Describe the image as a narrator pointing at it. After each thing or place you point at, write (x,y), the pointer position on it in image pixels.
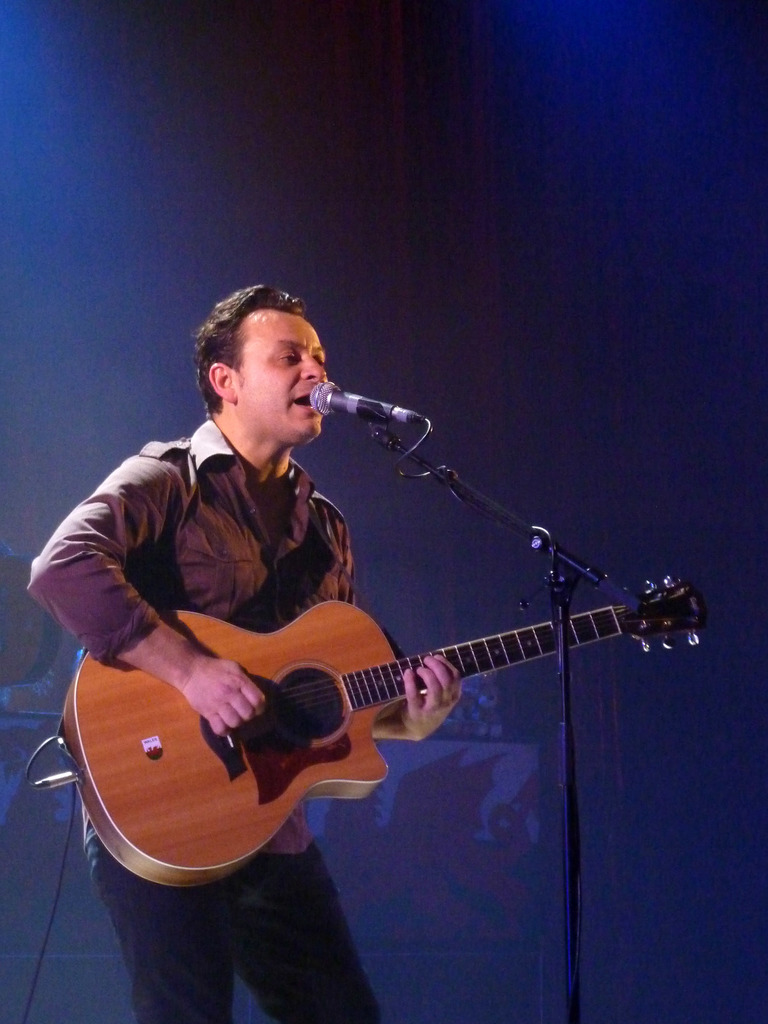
In this picture we can see a man (343,538) who is standing in front of mike (346,406). He is playing guitar (484,660).
